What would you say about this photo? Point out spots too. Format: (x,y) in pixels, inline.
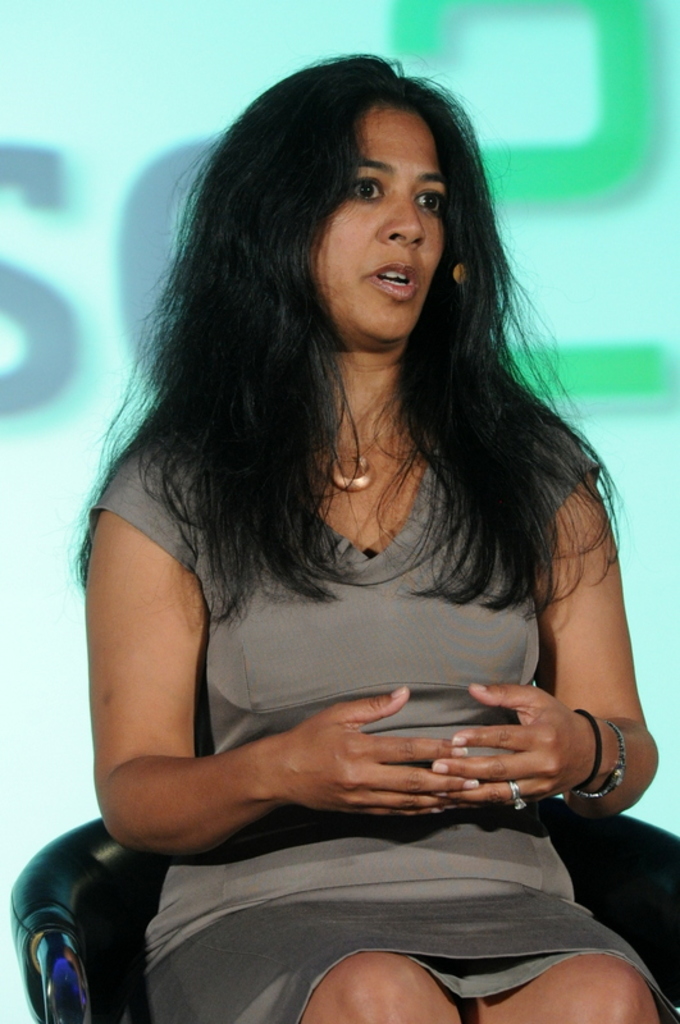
In this image there is a girl (252,714) sitting on the chair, behind her there is some text (571,153) on the screen (546,176).
